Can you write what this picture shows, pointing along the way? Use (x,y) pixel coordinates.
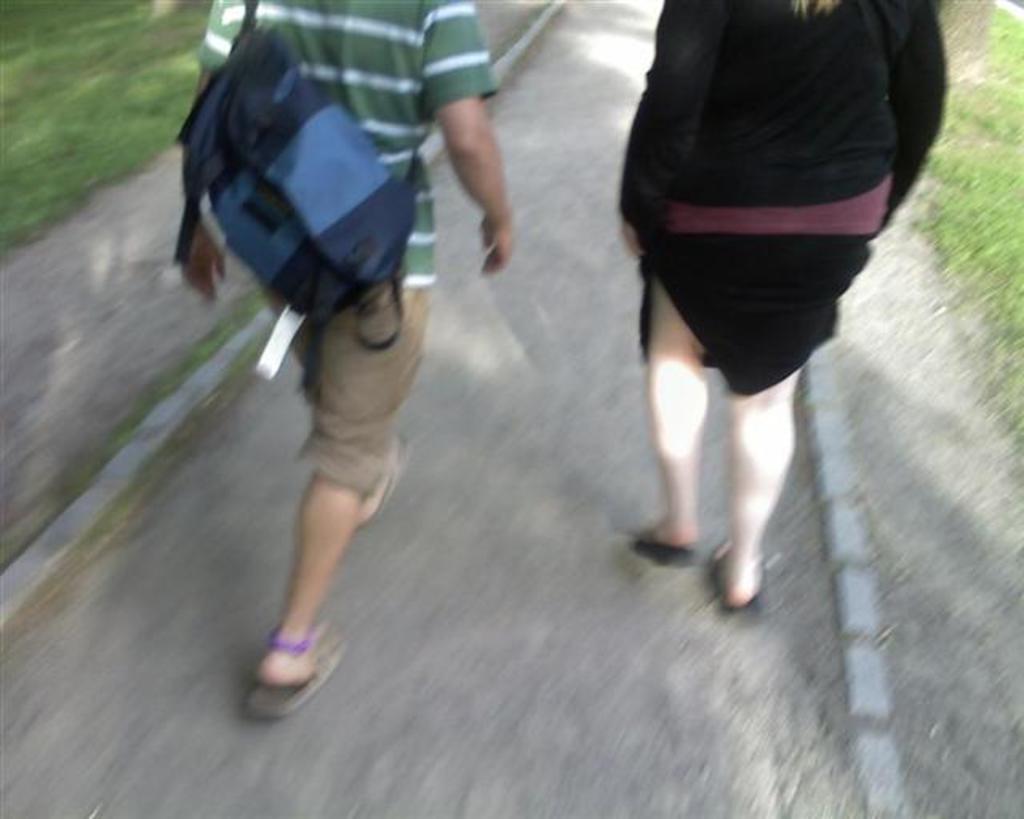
At the bottom portion of the picture (442,737) we can see the road (729,816) and the green grass (1012,275). In this picture we can see the people (415,145) walking on the road (455,295). We can see a man (412,101) is wearing the bag (261,251).
